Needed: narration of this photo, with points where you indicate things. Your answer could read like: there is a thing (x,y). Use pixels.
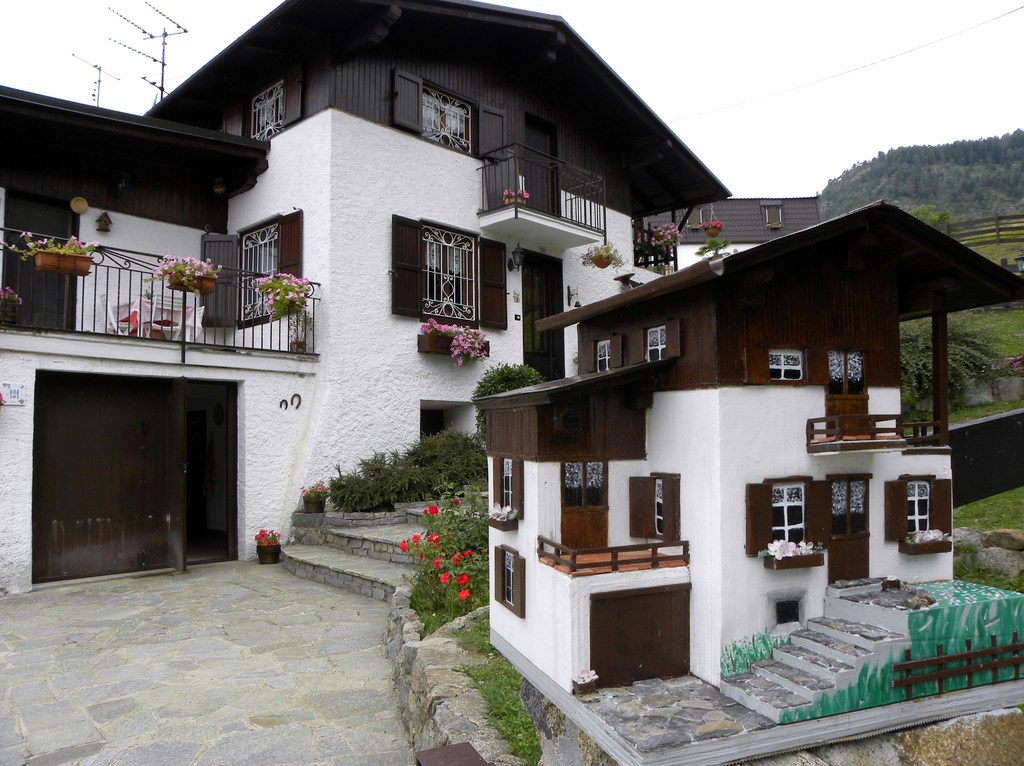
In this image I can see few buildings (383,415), number of plants (386,475), flowers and in the front of these buildings (264,518) I can see stairs (775,684). On the right side of this image (872,182) I can see a tree (910,341). On the top side of this image (167,21) I can see few poles (92,96) and a wire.
